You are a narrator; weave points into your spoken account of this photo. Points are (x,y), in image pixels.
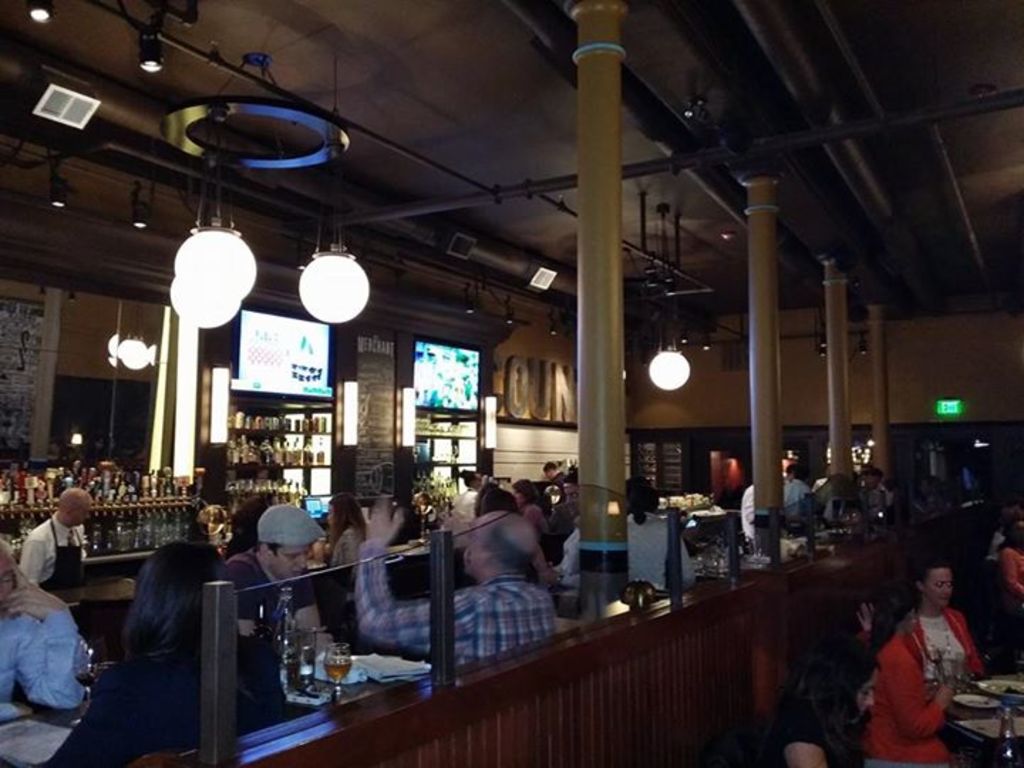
In this image i can see group of people (274,652) sitting there are few glasses (348,660), bottles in a rack (197,515) and on the table (289,699), at right (791,763) there are two women (852,711) sitting there is a pillar (614,346), at left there is a screen (441,389) at top there are few lights (360,283) and poles (479,202).
